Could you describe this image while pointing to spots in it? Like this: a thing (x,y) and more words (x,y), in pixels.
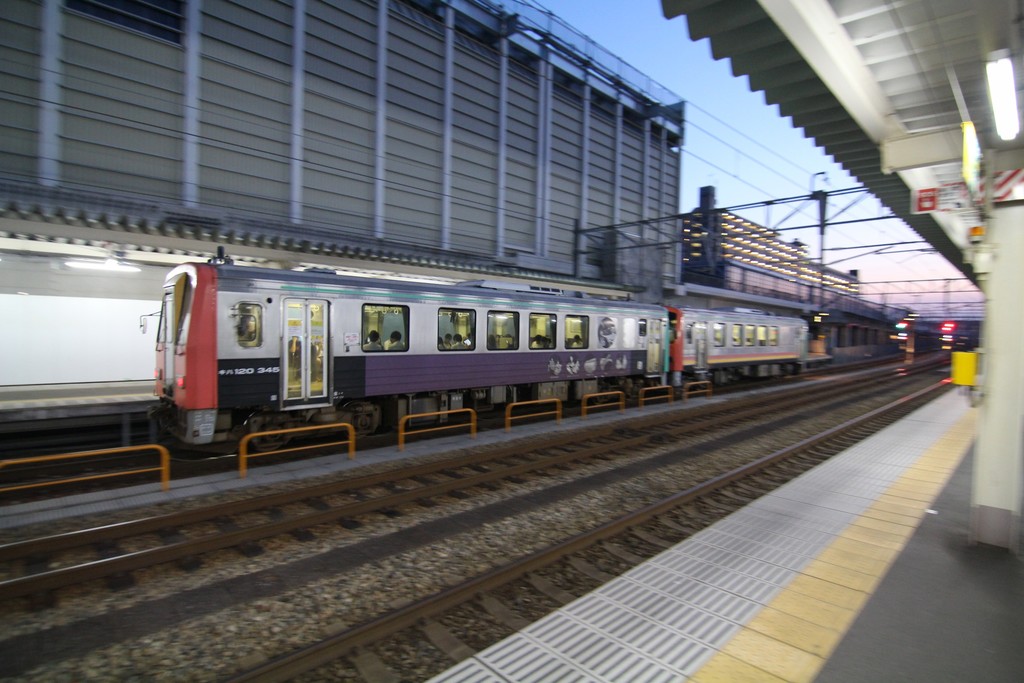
In this image I see a train (475,335) over here and I see the tracks (671,422) and I see the platform (863,539) and I see the light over here. In the background (626,249) I see the rods (861,223) and I see the lights (952,331) over here and I see the blue sky (719,93) and I see the wires (751,155).
